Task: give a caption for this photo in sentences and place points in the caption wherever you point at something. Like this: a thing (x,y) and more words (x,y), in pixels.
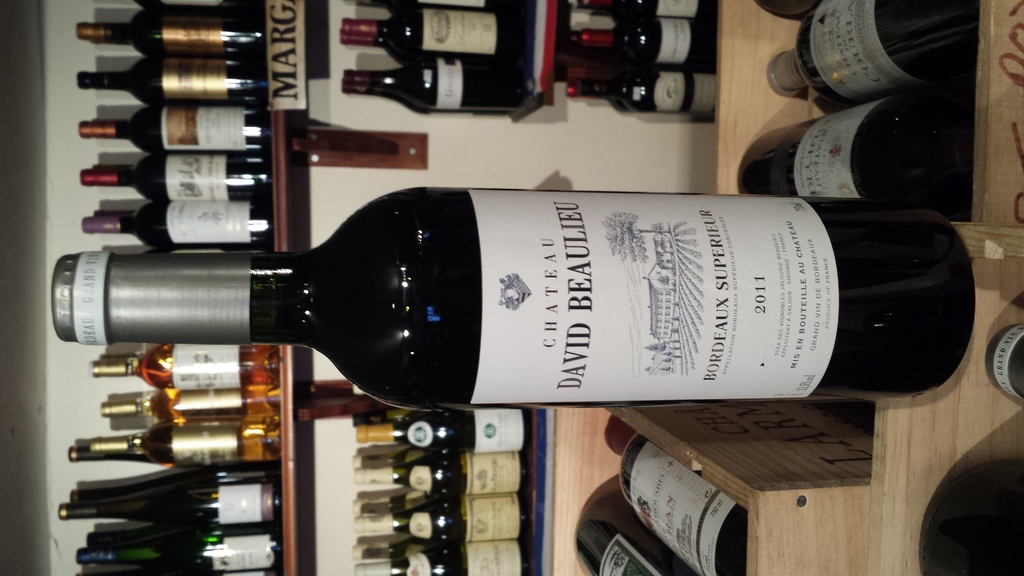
There is a wine bottle (620,302) on the table (906,464) and in the background (447,175) there is a wall (460,144) and shelf (294,126) which contains more number of wine bottles (212,70).
